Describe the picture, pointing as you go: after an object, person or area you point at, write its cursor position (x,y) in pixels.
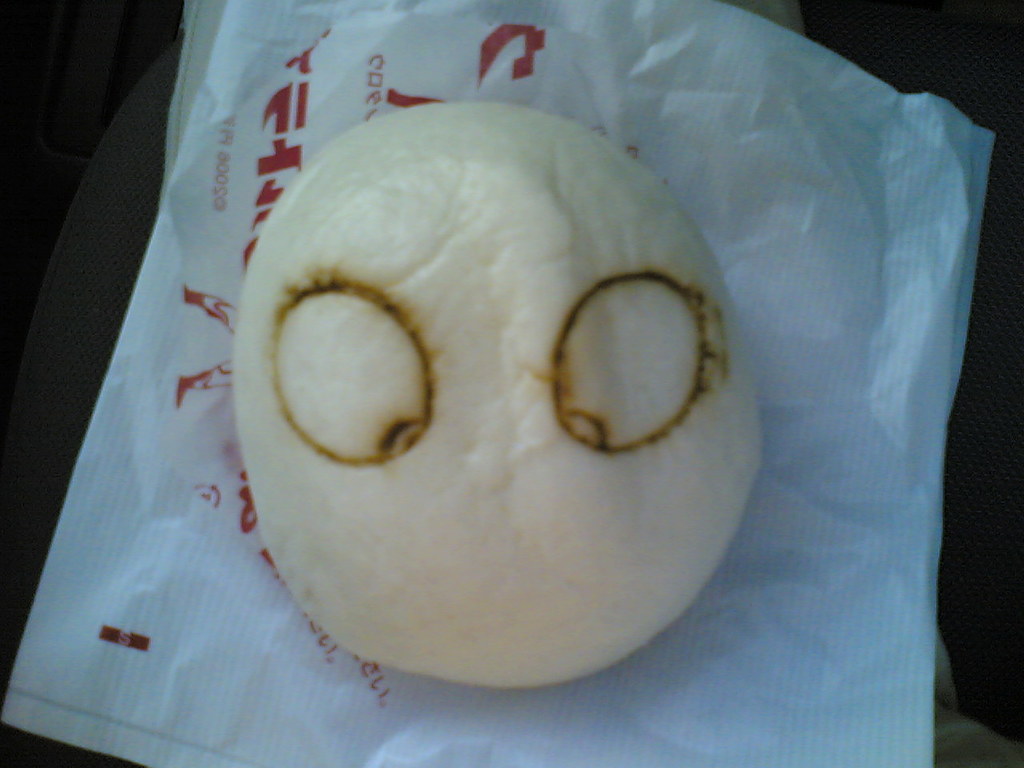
In this image, we can see an object (557,591) on paper (656,666).
